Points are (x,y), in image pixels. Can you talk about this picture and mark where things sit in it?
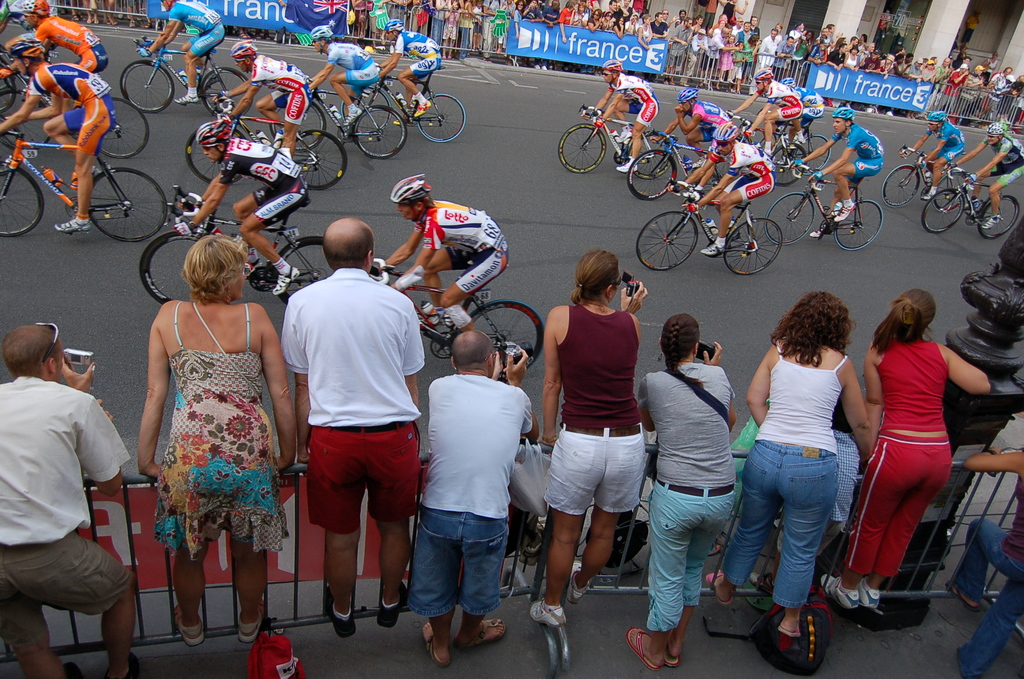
In this picture there are group of people (640,108) riding the bicycle (25,147) and there is a huge crowd (795,37) on to the left (56,612) and right side of the road (307,57).
